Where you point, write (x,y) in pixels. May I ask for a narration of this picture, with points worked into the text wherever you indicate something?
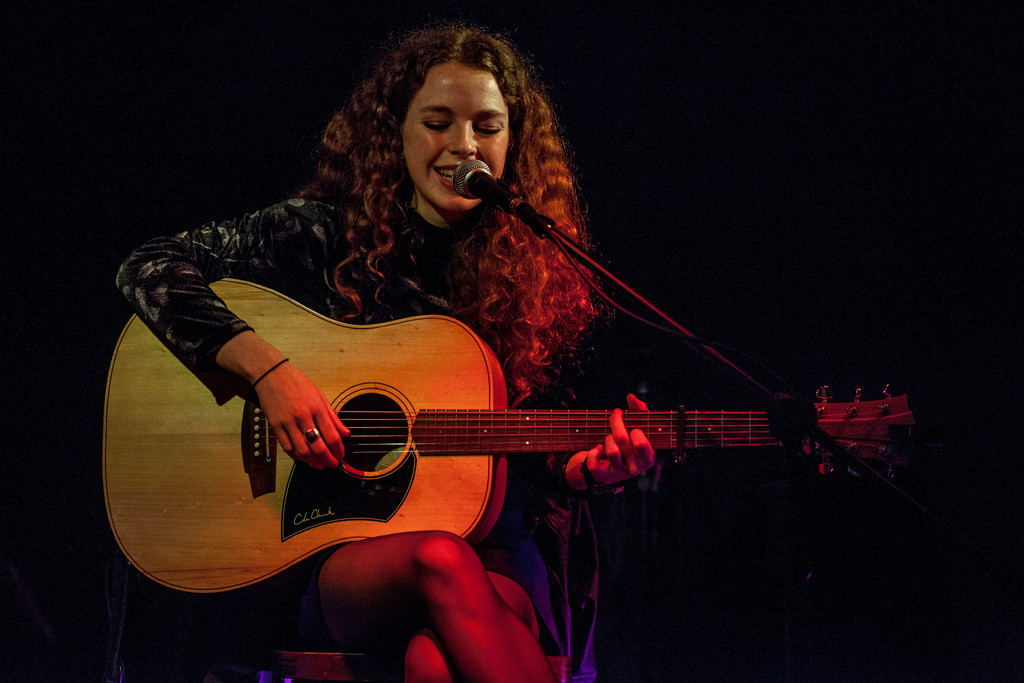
This woman (515,349) sitting on a chair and playing guitar (450,442) and singing in-front of mic (519,214).
